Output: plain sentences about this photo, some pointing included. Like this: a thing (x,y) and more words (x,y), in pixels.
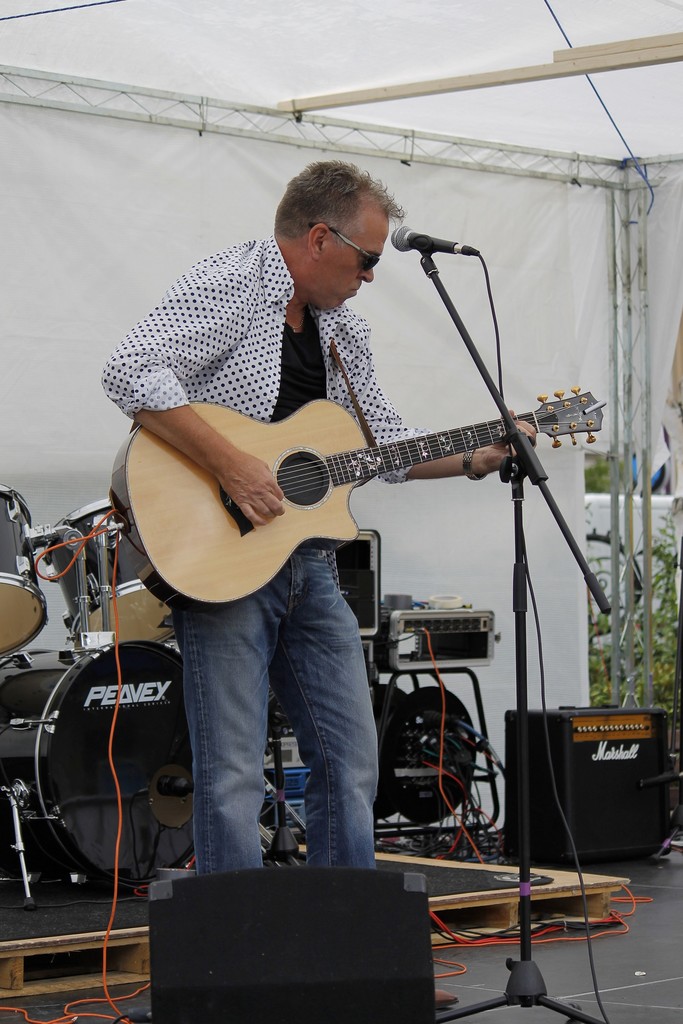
In this picture here we have a person (323,628) who is wearing white dotted shirt (252,347) and blue jean (201,853). He is looking like playing guitar (406,451). In front of him we can see a microphone (406,239) present, behind him there are drums (178,709). In the background (164,152) we have cloth (263,164) may be tent (610,392). It seems like musical concert.
